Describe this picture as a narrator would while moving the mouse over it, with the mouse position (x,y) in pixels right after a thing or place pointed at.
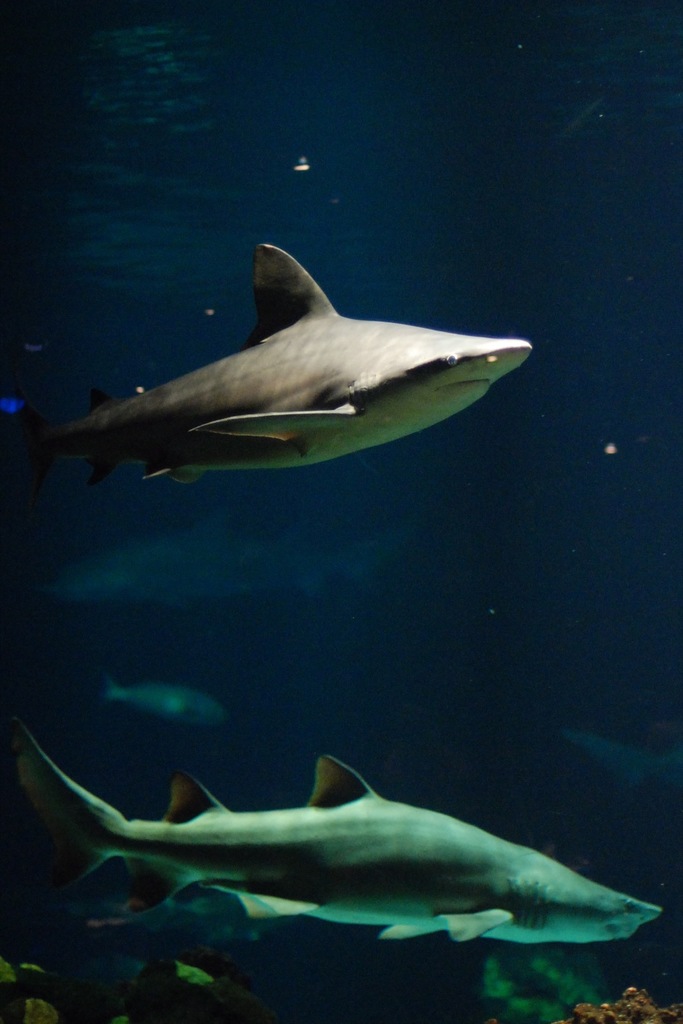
In this image there is water (136,589), in that water (130,476) there are some fishes (281,842) and some water plants (496,967).
